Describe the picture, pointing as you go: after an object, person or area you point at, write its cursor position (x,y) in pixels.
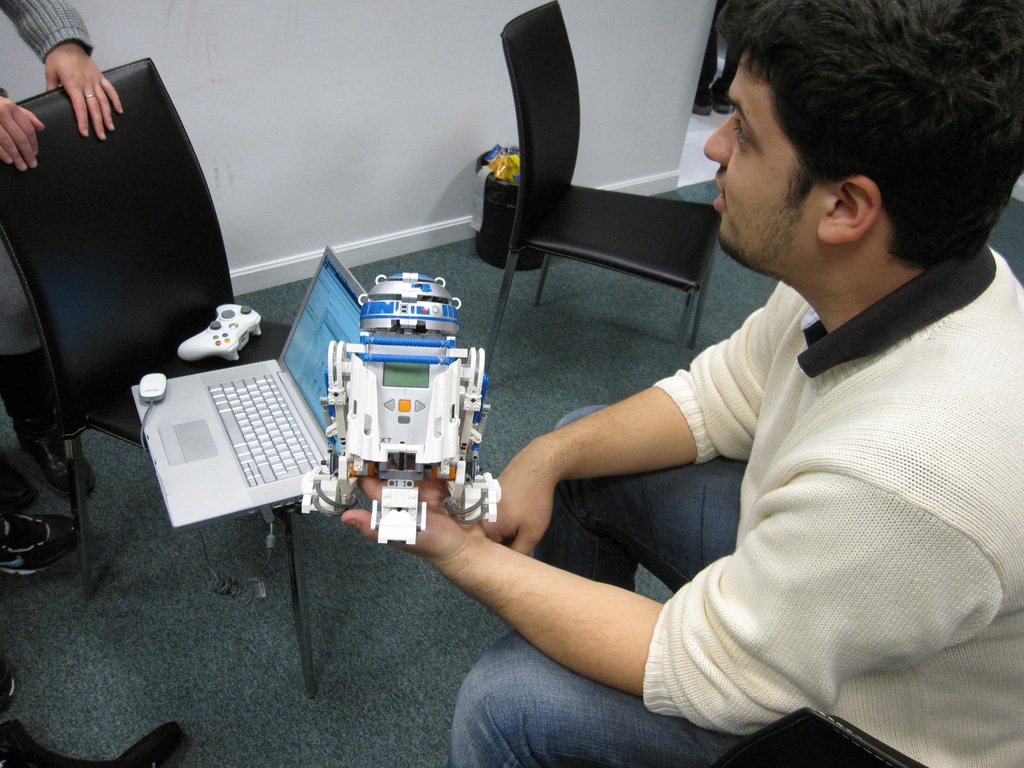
On the right side (917,399), there is a person (923,401) in a white color shirt (926,423), sitting and holding an electronic device (385,382) with a hand (382,478). On the left side (255,442), there is a laptop (295,406) and a remote (195,333) on a black color chair (264,338), which is placed on a floor (208,634). Behind this chair (59,174), there is a person (59,82) placing both his hands (97,73) on this chair (45,130). In the background (672,240), there is another black color chair (630,212), a dustbin (509,233), a person (718,89) and a white wall (652,31).
